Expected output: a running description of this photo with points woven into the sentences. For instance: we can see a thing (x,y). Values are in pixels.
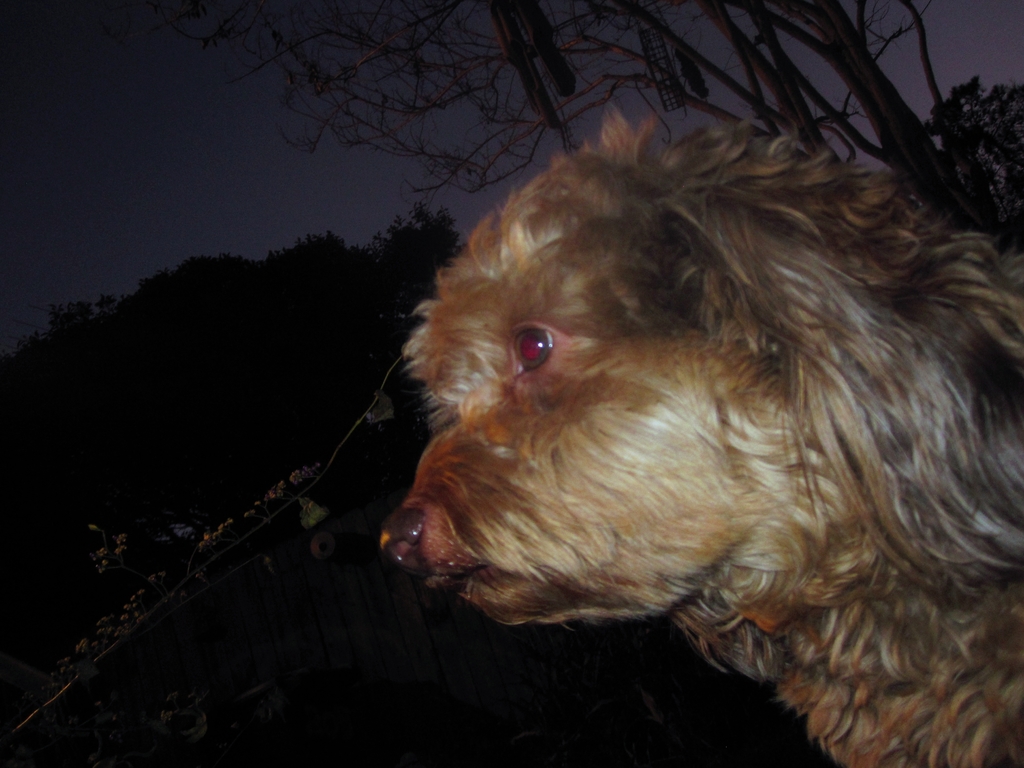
In this picture we can see an animal (611,523), trees (133,407), some objects (654,43) and in the background (384,198) we can see the sky (270,187).
